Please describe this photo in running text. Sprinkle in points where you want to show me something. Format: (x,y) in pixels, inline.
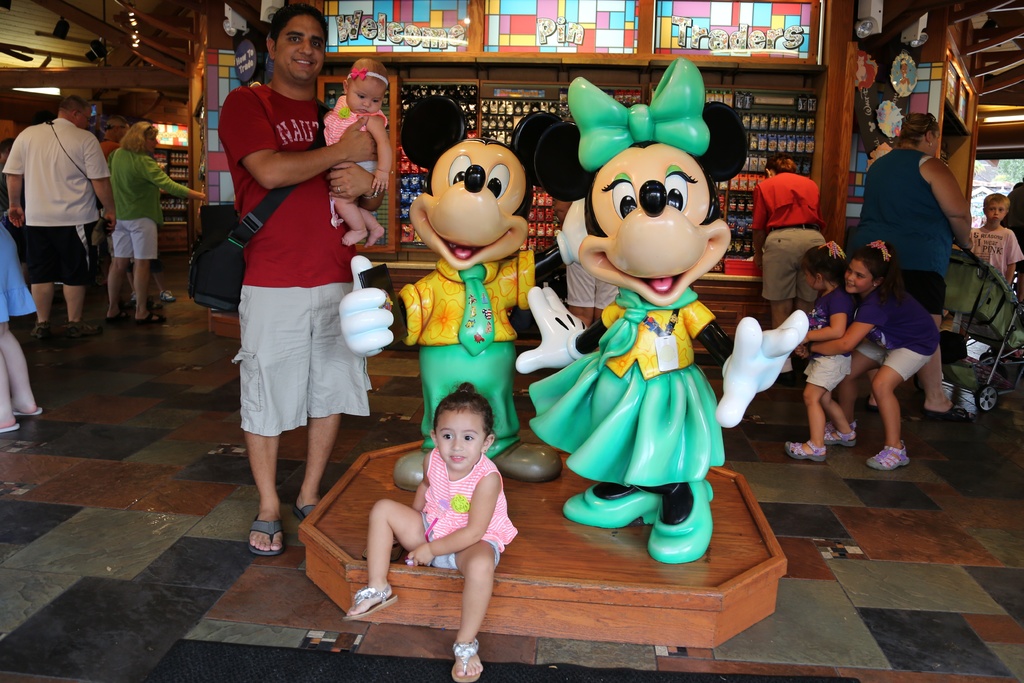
This image is taken indoors. At the bottom of the image (137,597) there is a floor (954,561). In the background (488,77) there are a few walls (104,101) and there are a few toy games (403,232). There are three boards (532,24) with text (576,32) on them. At the top of the image (70,39) there is a roof (53,42) and there are two CC-cams (922,33). In the middle of the image (494,299) there are two statues (523,283) of toys (528,271). A man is standing on the floor (214,611) and he is holding a baby (356,114) in his hands (341,150) and a girl (411,523) is sitting on the dais (523,557). On the left side of the image (96,215) a few people (57,149) are standing on the floor (54,350). On the right side of the image (774,293) a few (798,237) are standing and a woman (915,197) is walking and she is holding a baby carrier (971,320).
